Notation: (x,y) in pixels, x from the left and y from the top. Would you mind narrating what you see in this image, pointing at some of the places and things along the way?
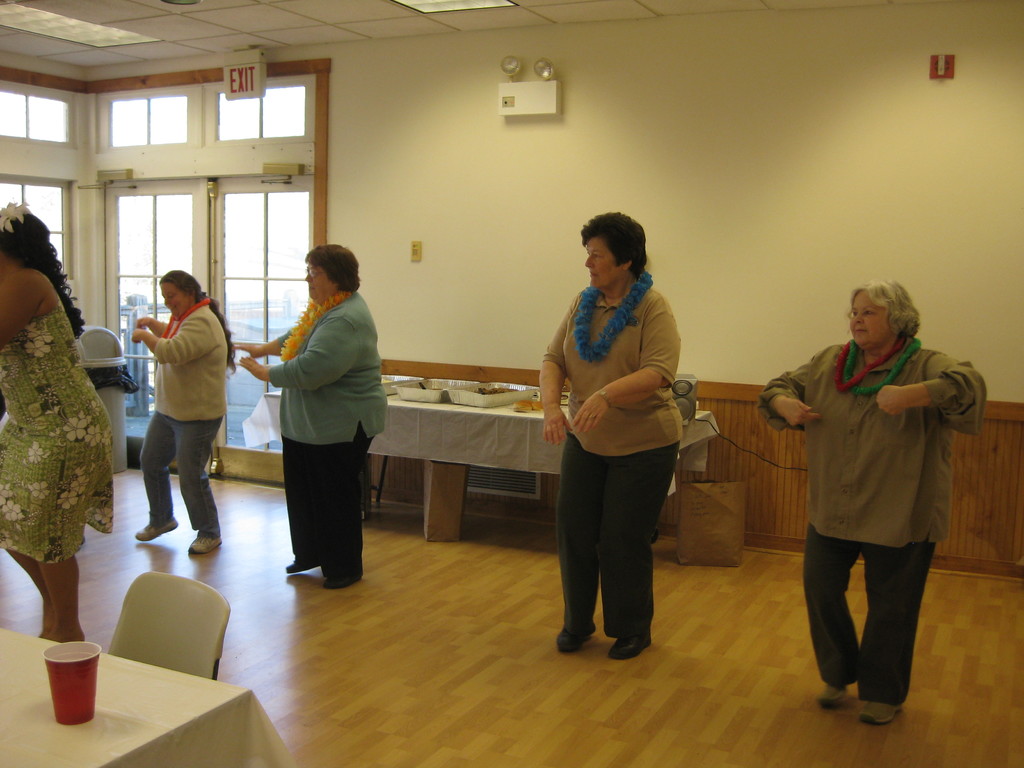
In this picture I can observe some women (639,367) dancing on the floor (368,558). I can observe artificial garlands (317,308) in their necks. Behind them there is a table (481,421). On the left side (169,216) I can observe a door (246,313). In the background (100,232) there is a wall (549,181).
